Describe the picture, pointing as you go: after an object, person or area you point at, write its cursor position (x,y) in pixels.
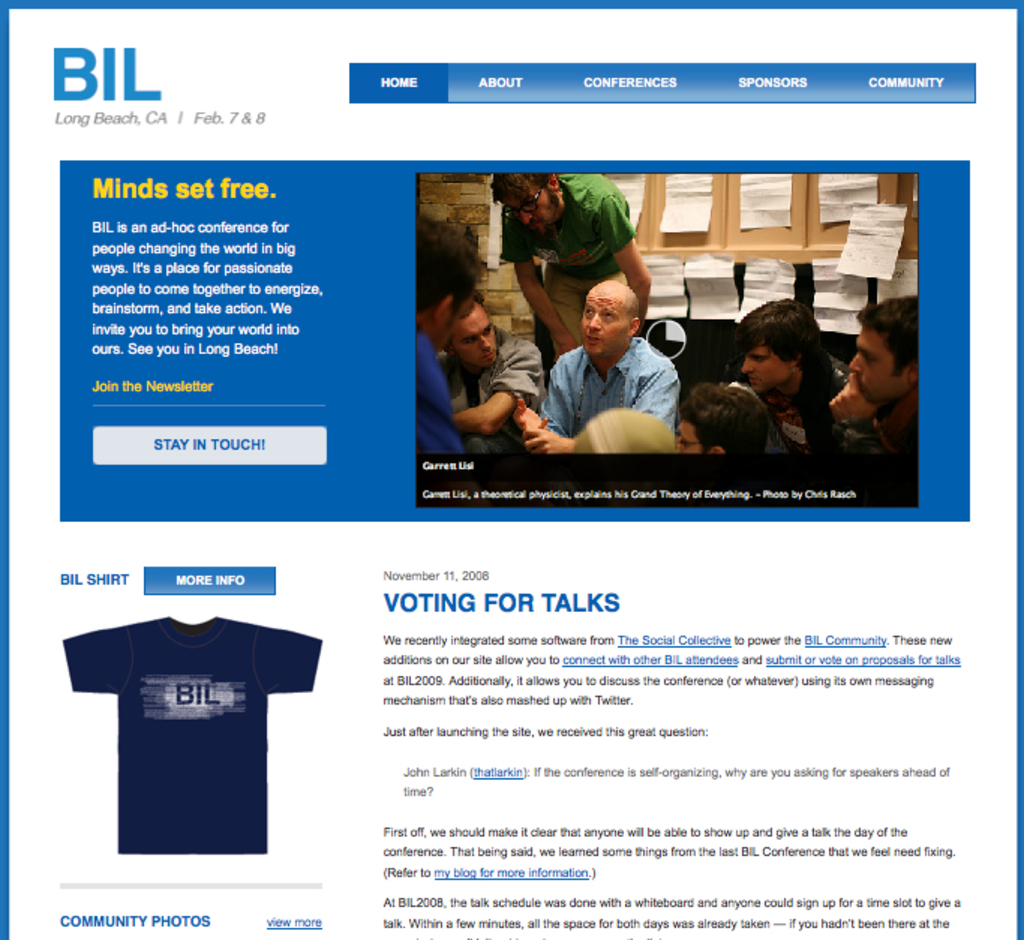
In this Image I can see a pamphlet (553,323). I can see a group of people (605,263) sitting and wearing different color dress (663,396) and something is written on it.
